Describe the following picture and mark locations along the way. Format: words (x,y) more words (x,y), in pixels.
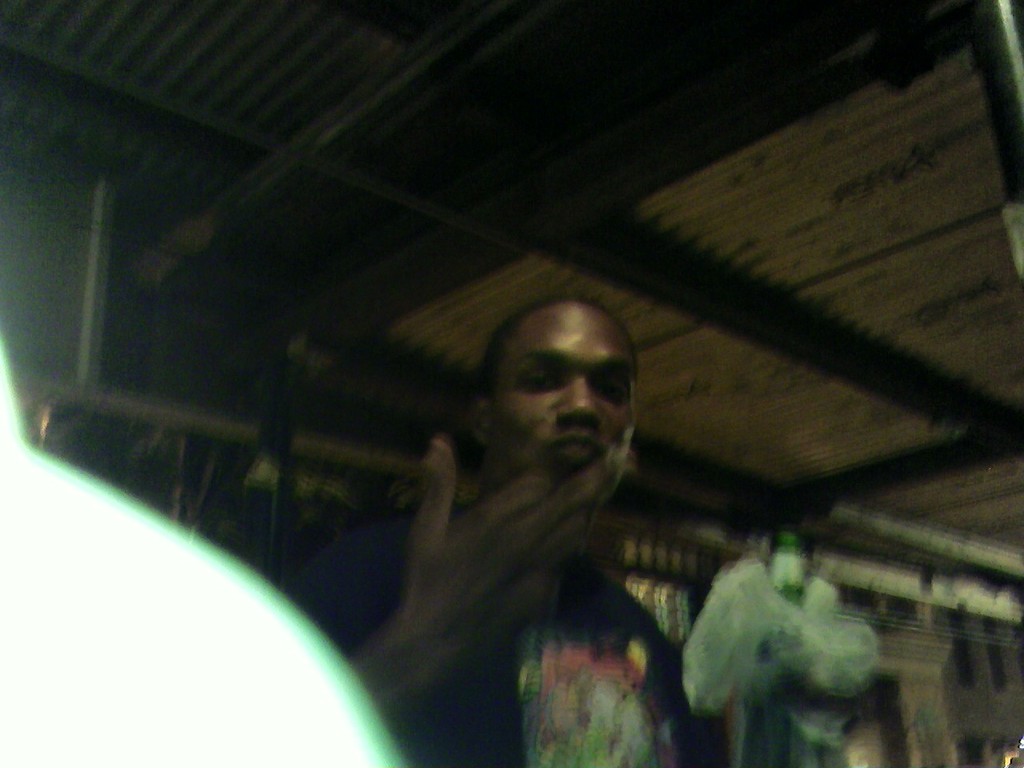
In this picture we can see a man (473,607) and a bottle (768,712). Behind the man (535,602) there is a roof (499,188) with iron sheets (644,221) and other items (861,681).
